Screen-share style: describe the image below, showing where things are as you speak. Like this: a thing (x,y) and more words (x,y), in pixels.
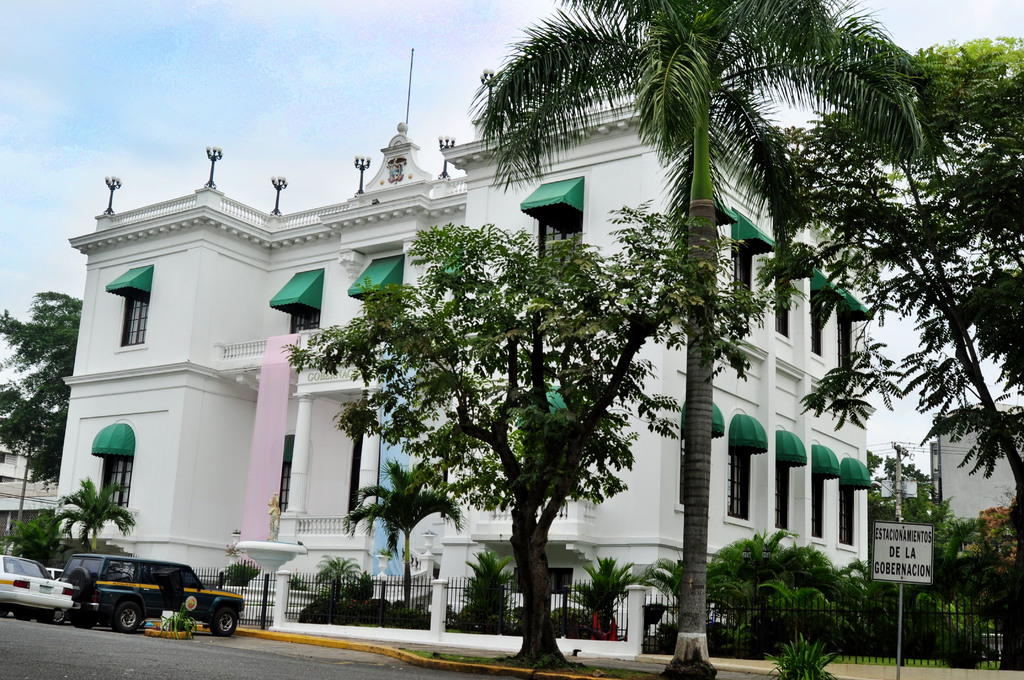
There are vehicles (14,591) on the road (164,649). Here we can see plants (742,597), board (884,561), poles (902,619), fence (332,619), and trees (484,396). In the background (861,493) we can see buildings (9,484) and sky (256,85).
